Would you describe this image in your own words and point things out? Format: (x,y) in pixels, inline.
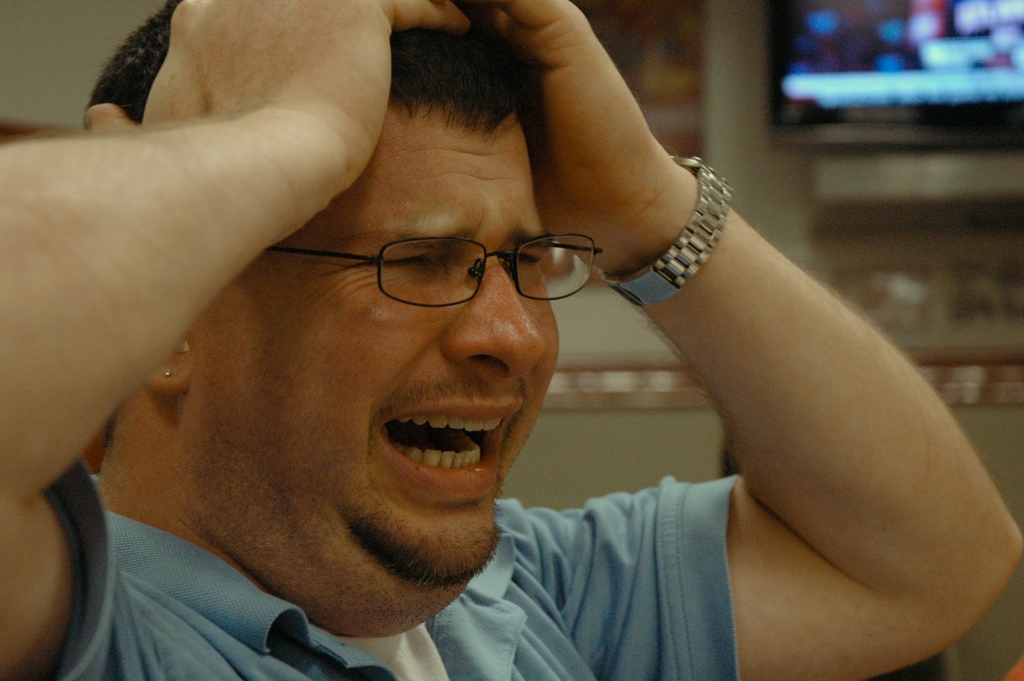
In this picture there is a person (440,349) with blue t-shirt (603,614) is crying. At the back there is a screen (851,5) on the wall (748,187) and there is a frame (696,39) on the wall (586,421).
